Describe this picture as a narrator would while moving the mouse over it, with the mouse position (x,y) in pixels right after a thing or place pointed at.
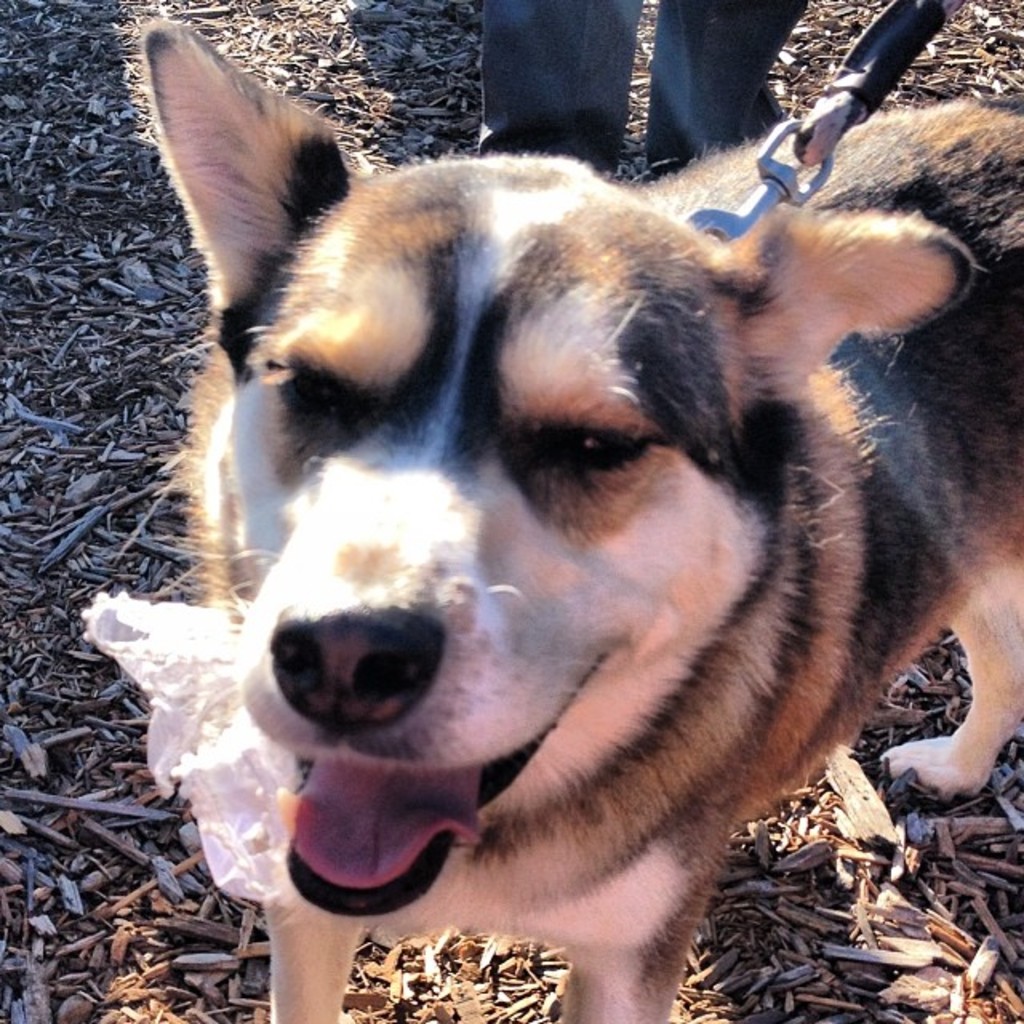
In this image, we can see a dog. We can see the ground (70,868) with some objects (70,545). We can also see the legs (680,18) of a person (482,56).
